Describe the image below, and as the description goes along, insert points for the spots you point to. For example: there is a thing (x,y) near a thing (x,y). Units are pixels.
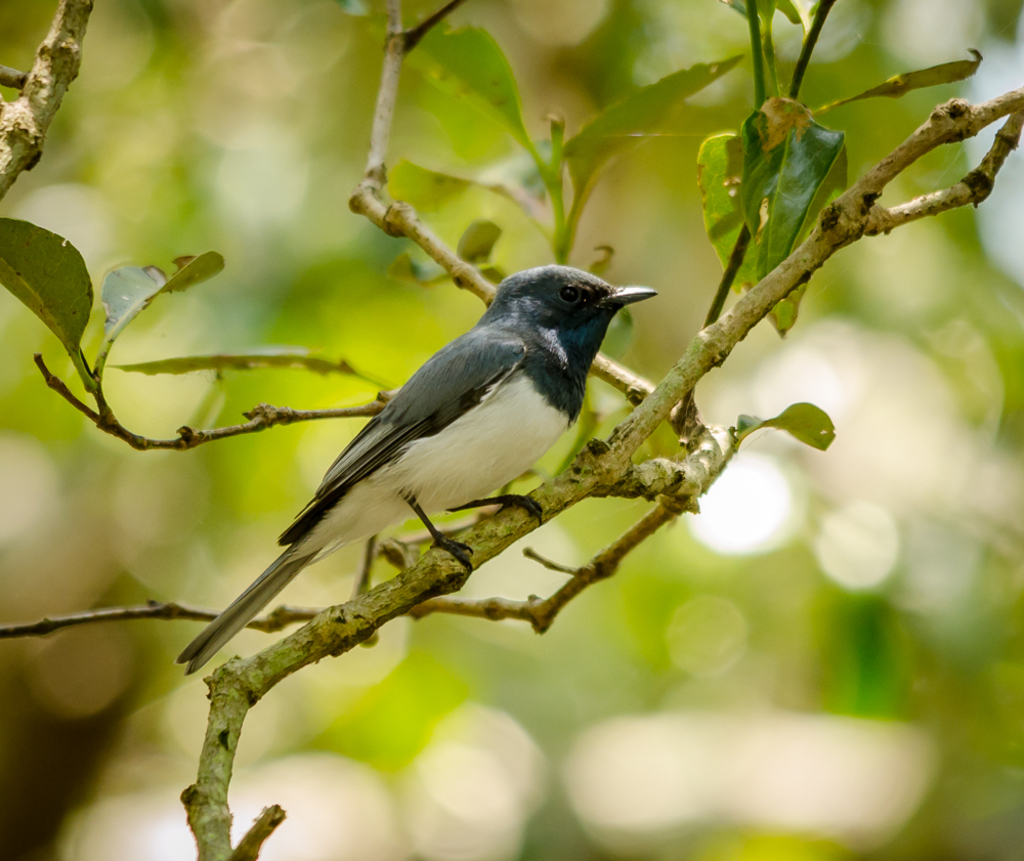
In this image I can see in the middle (388,497) a bird (512,406) is sitting on the branch (602,451) of a tree (546,490).
